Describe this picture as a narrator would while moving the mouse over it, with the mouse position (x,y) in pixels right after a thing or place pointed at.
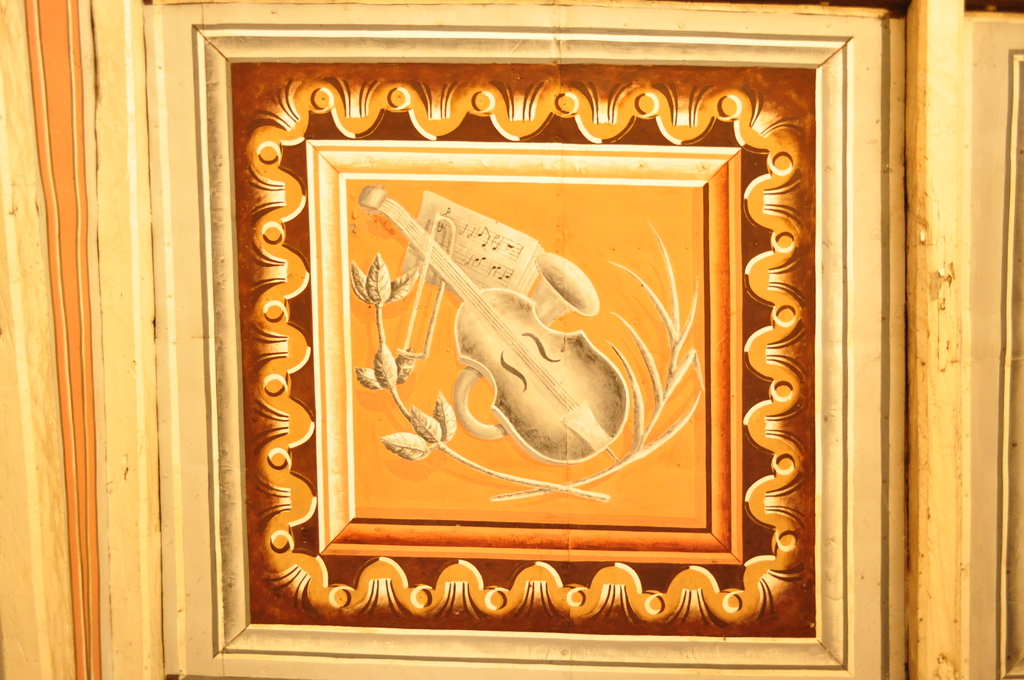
In this image I can see the musical instrument (458,402) on the wooden object (303,366) and I can see brown and yellow color background (477,199).
